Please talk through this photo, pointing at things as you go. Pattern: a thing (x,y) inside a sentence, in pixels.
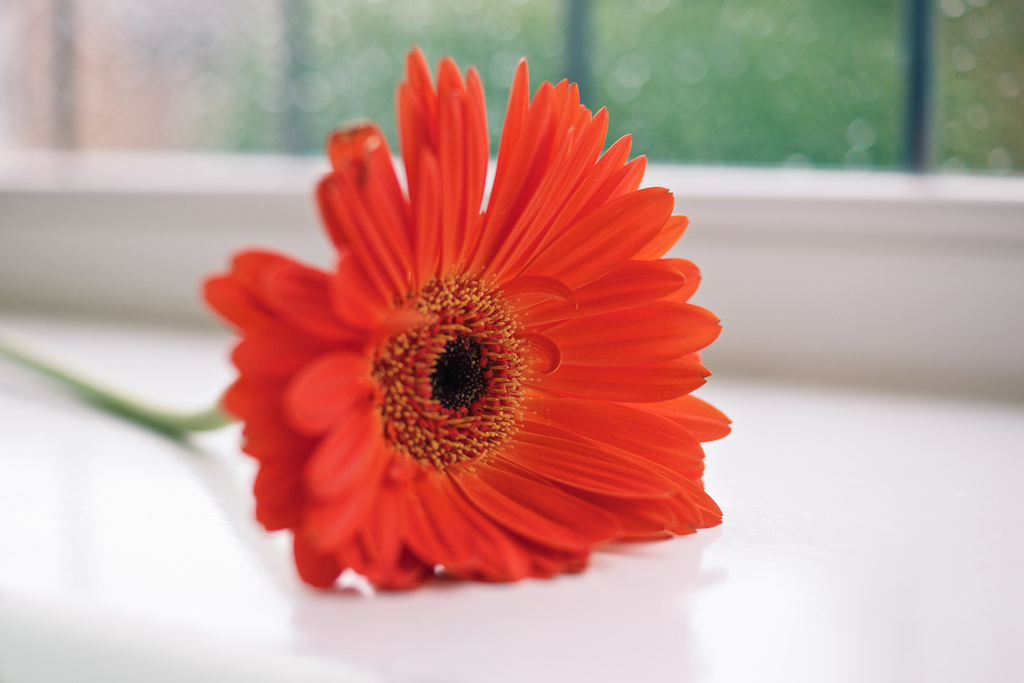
In this picture we can see a red flower (656,382) on a white surface (65,647). Background (949,103) is blurry.
